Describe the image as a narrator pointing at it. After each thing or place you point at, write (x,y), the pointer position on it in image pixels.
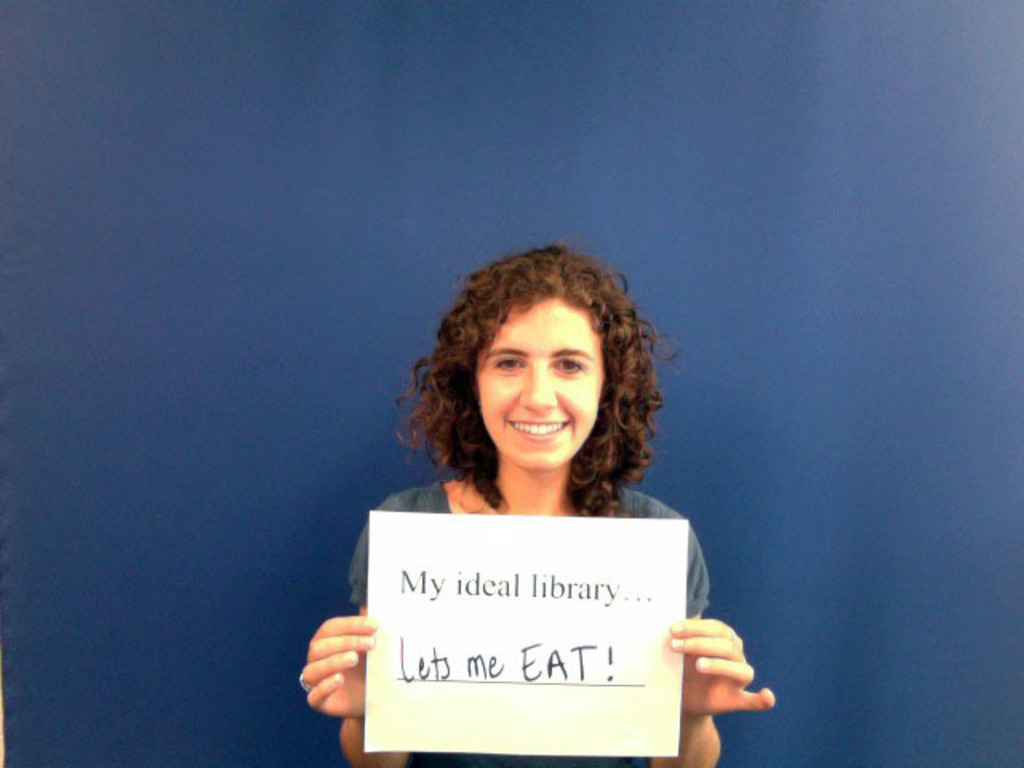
The girl (473,430) in the middle of the picture (454,482) wearing blue dress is holding a white paper (537,571) in her hands (702,631) and on the paper (468,606) it is written as "My ideal library... Lets me EAT". She is smiling. In the background (237,433), it is blue in color.
